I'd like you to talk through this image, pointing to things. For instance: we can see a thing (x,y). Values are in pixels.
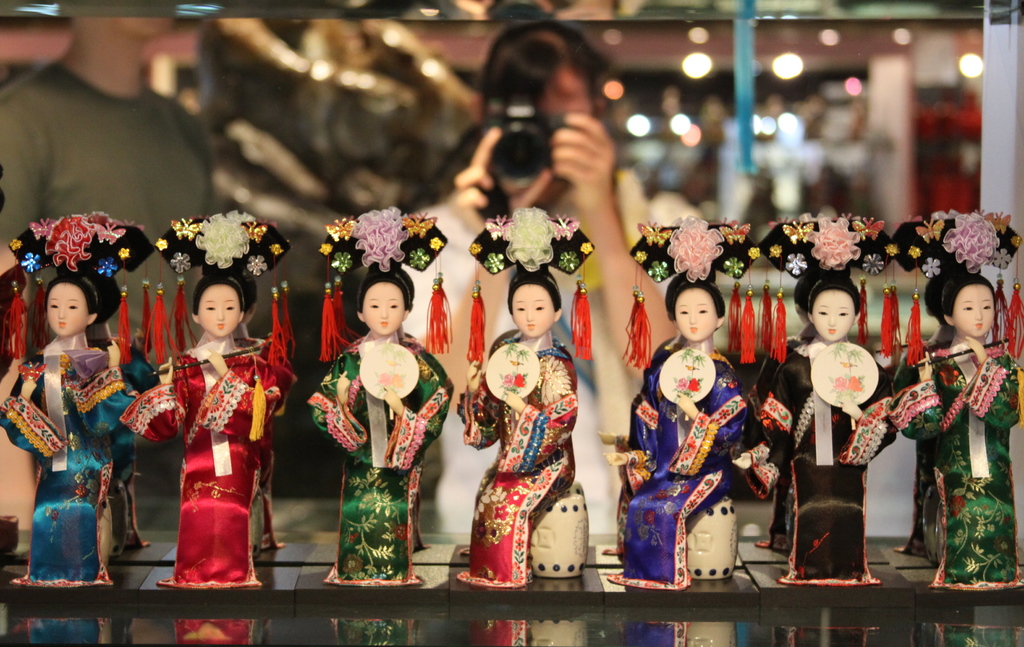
This image is taken indoors. At the bottom of the image (435,551) there is a table (453,570) with a few beautiful dolls (525,324) on it. In the background (528,182) a woman (455,215) is standing and clicking a picture with a camera (526,164). On the left side of the image (111,150) there is a man (169,287).
